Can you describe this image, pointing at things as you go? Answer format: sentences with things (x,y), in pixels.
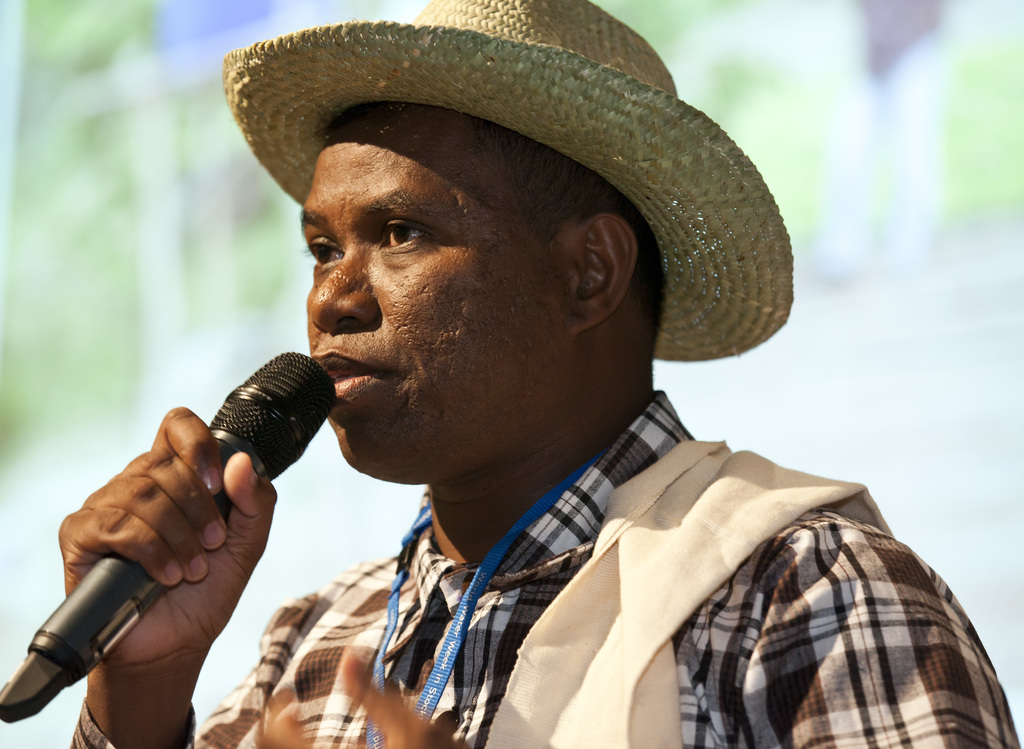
In this image I can see a man (465,378) holding a mic (266,431) with a hat (494,77) on his head (434,360).
